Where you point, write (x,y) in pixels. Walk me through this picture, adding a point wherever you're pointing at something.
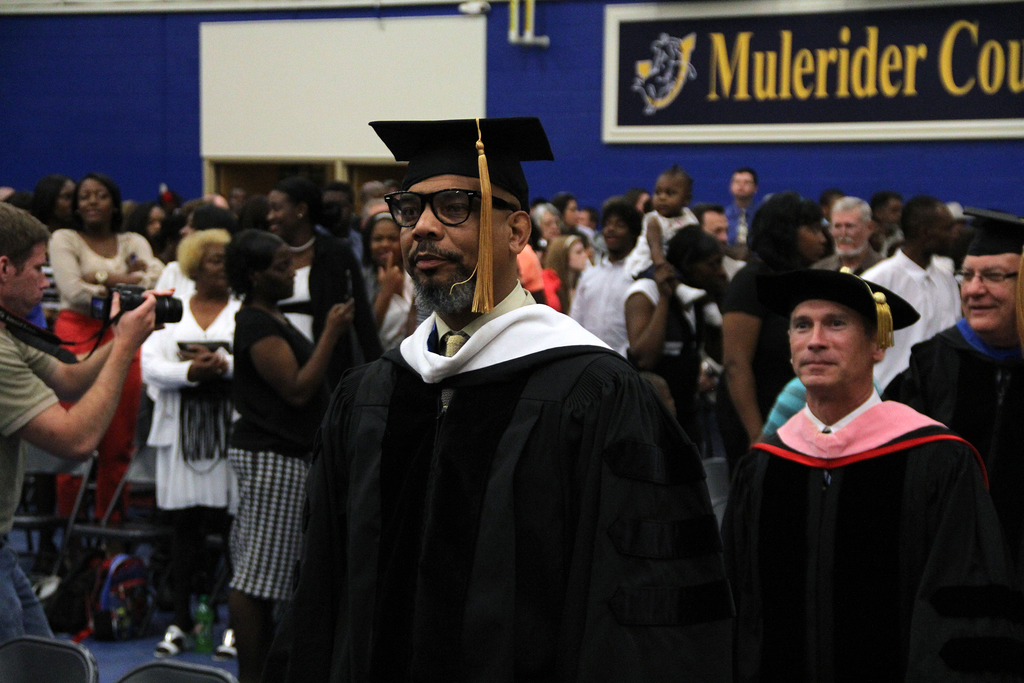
In this image there are many people (267,456). There is a chair (160,662) on the left bottom (58,651). There is a blue color wall (826,153). There is a board (679,86) on the right top (802,86). There are cameras (173,303).
